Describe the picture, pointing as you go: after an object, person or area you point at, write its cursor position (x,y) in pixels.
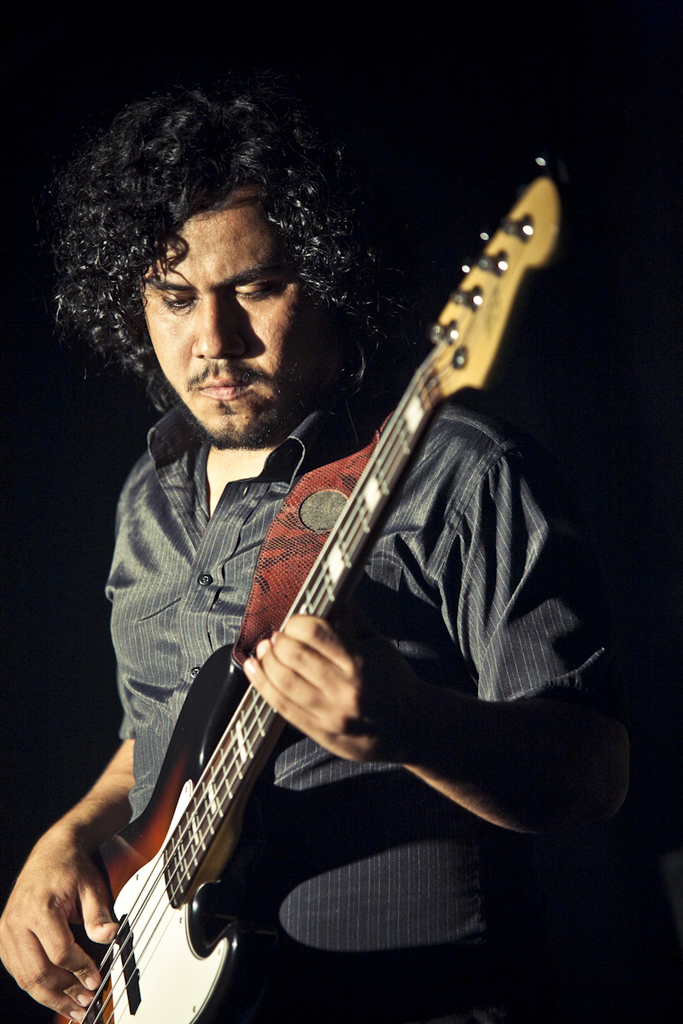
A man (289,712) is holding a guitar (220,792). He wore black shirt (386,564).
